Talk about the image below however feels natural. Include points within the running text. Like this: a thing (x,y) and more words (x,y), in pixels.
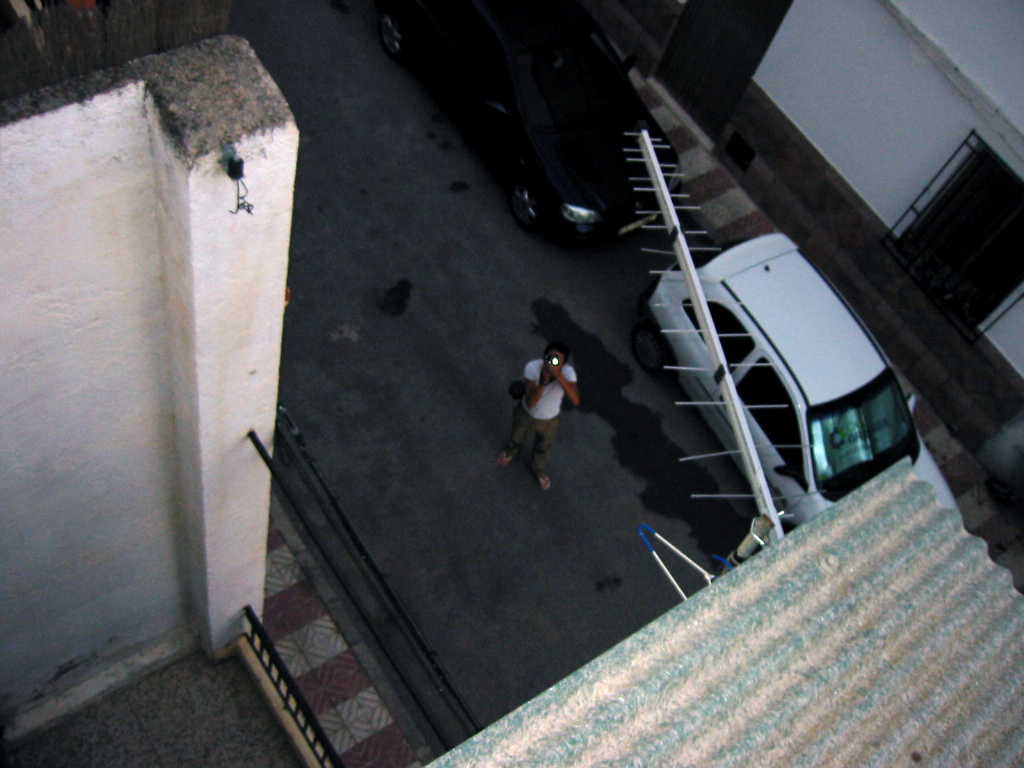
In this image I can see a road (393,436) in the center (577,332) and on it I can see few cars (540,68) and a person (537,419) is standing. On the right top side of this image (866,181) I can see a building (853,133) and on the bottom right side (991,582) I can see a tin shed (822,525).
